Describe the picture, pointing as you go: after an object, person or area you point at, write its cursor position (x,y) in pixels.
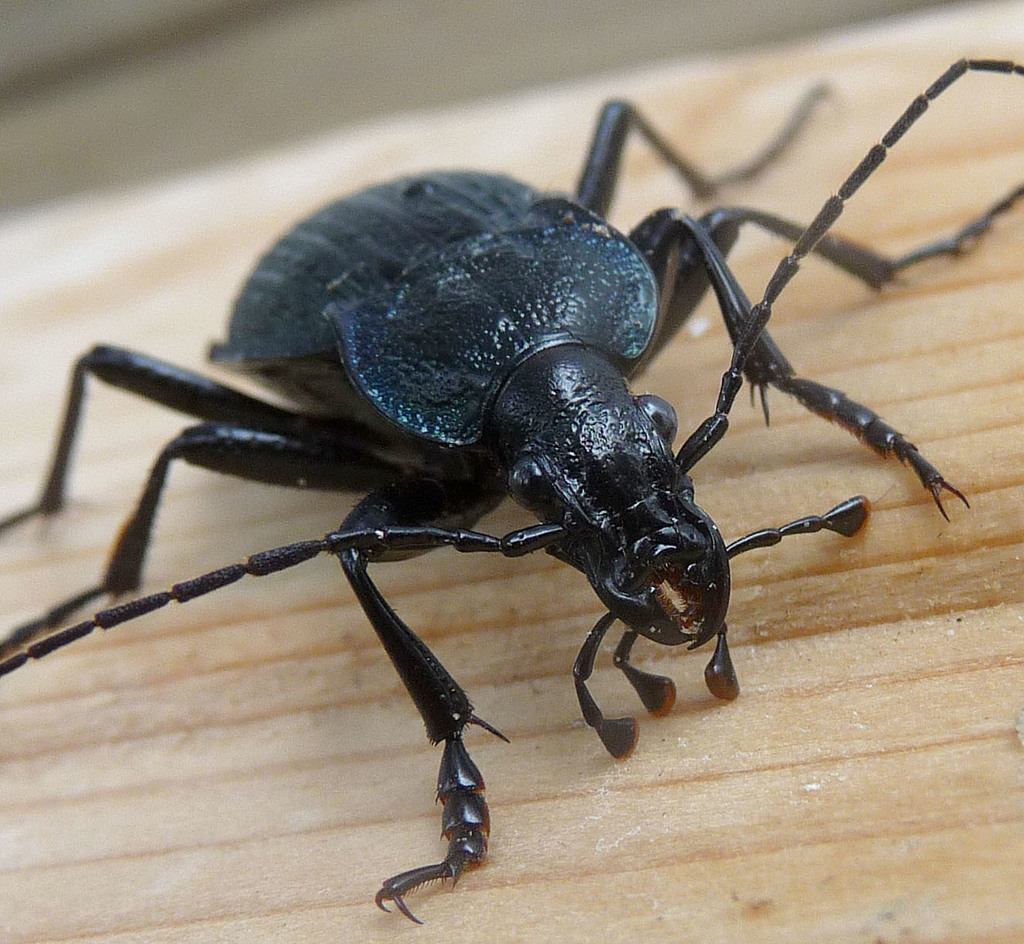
There is one black color insect (494,458) is present on the wooden floor (504,656) as we can see in the middle of this image (507,326).
